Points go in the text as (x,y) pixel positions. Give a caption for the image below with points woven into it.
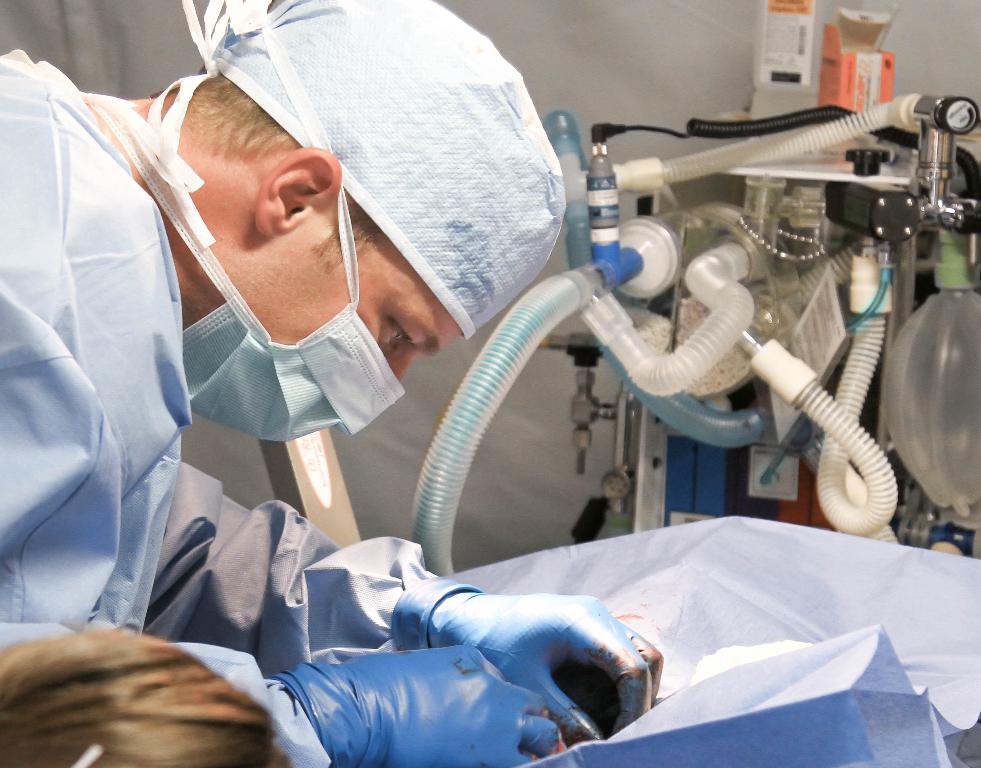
In the image there is a person (187,292) wearing mask (243,381) and apron (45,525) is operating a human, behind them there is oxygen cylinder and machinery (671,224) in front of the curtain (625,75).
